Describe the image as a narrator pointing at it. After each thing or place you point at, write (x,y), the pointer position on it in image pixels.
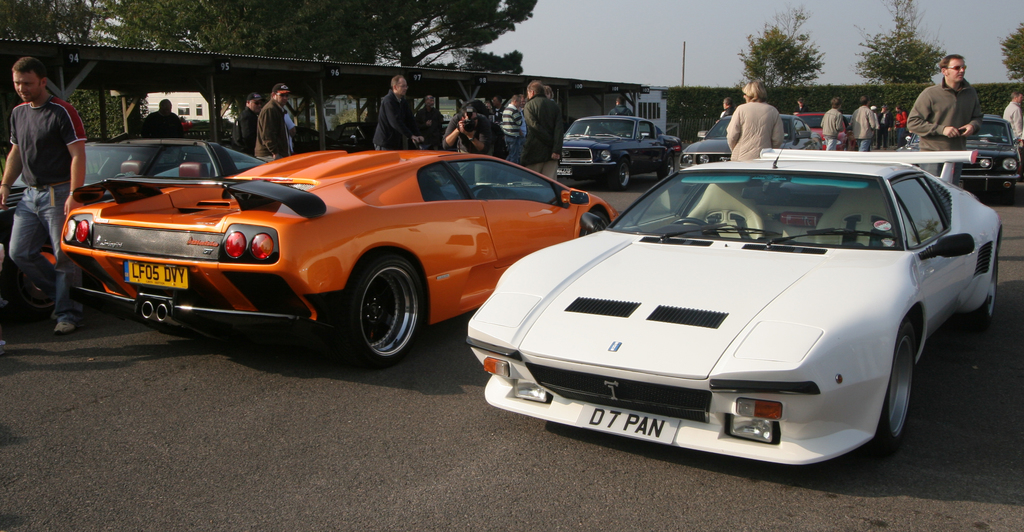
In this image I can see cars (504,286) on the road (451,400). I can also see people (433,136) are standing. In the background (700,101) I can see plants (696,104), trees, a pole (682,63) and the sky (650,45).
